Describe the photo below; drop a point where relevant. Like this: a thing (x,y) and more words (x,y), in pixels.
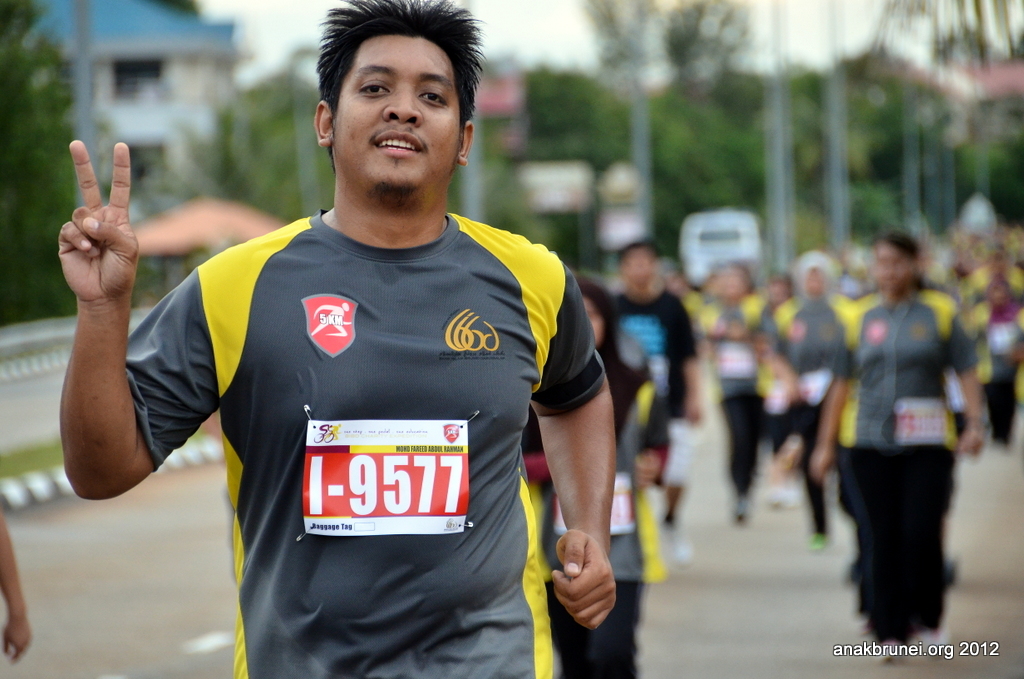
In the middle of the image (560,366) there is a man (562,454) with grey and yellow t-shirt (249,355). There is a poster (420,441) on him. Behind him at the right side (718,347) there are few people (634,360) are on the road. There is a blur background (947,127) with trees (663,150), poles (633,76) and also there is a building (180,134) with roof (165,252).
